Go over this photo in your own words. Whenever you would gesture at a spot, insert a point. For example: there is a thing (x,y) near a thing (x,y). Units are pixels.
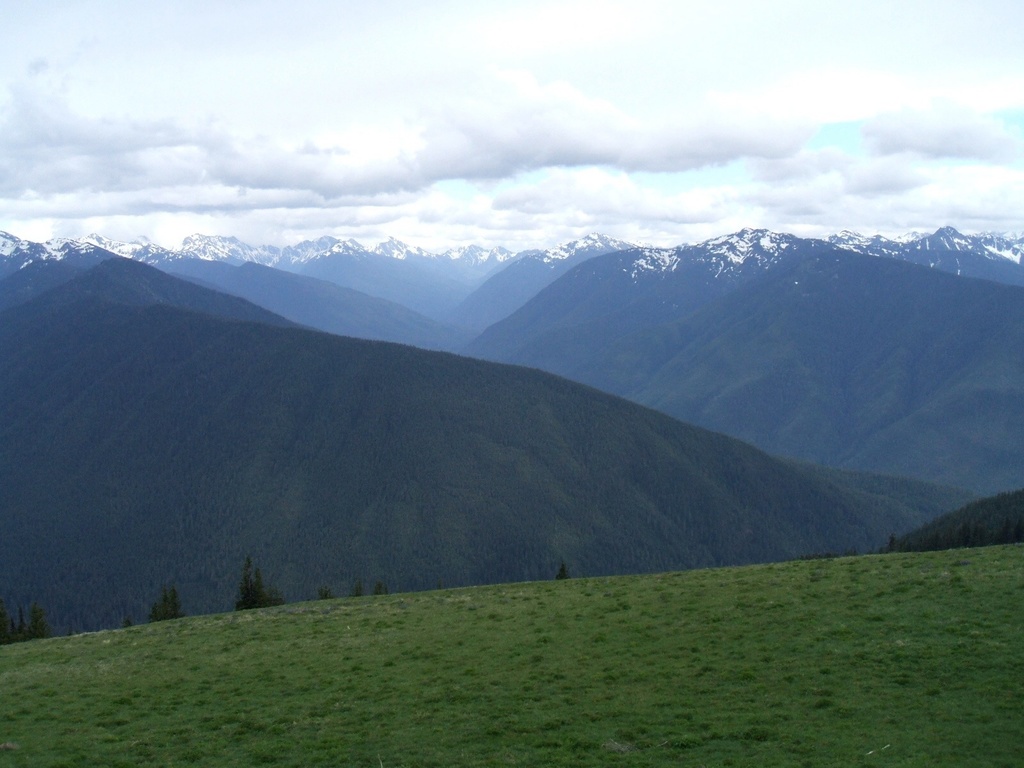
In the image we can see the grass (505,631), mountains (472,396) and the cloudy sky (481,228).
